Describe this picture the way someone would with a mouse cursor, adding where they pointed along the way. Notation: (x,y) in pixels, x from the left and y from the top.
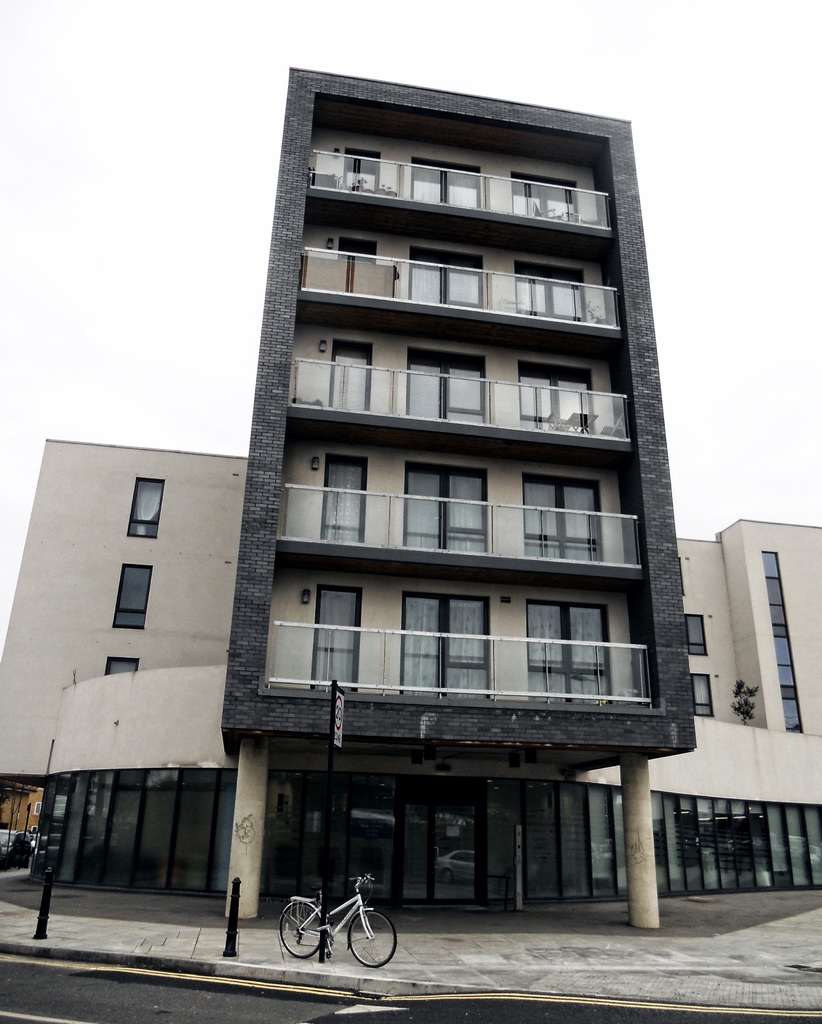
In the image there is a building (580,679) with many doors (410,169) and windows (604,618) with a bicycle (334,936) in front of it on footpath (571,937) and above its sky (380,6).
